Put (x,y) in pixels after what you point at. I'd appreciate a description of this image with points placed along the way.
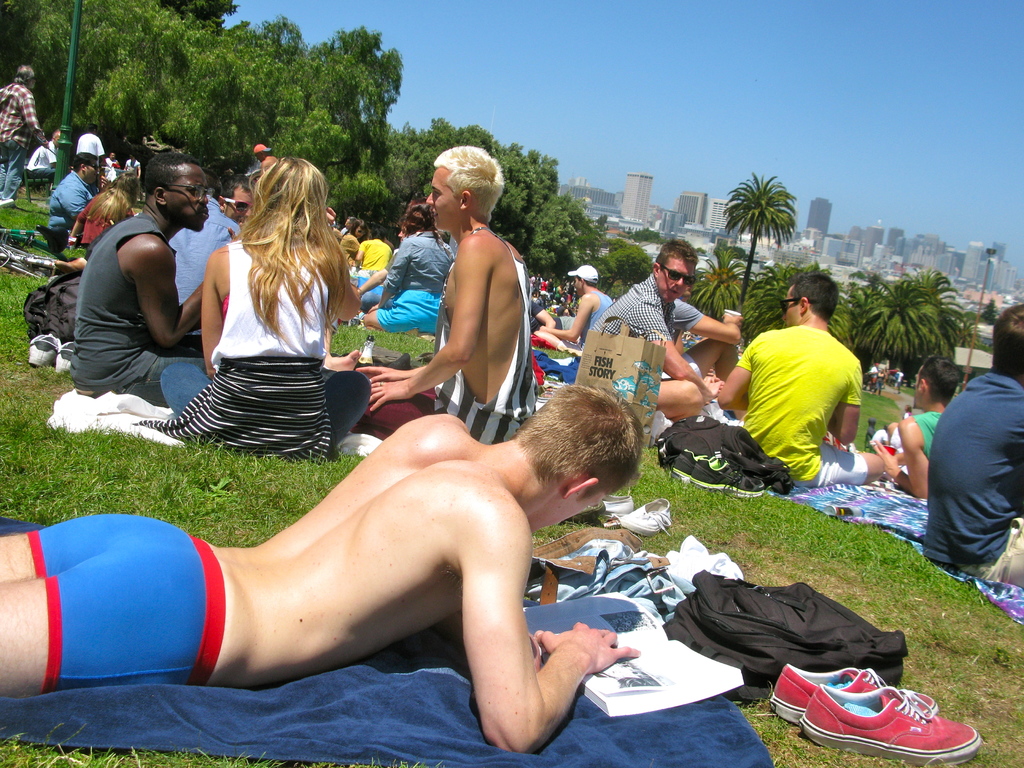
In the foreground of the picture (366,358) there are people (364,413), clothes (776,365), books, backpacks (704,447), shoes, grass (5,307) and other objects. In the center of the picture (557,257) there are trees (124,101). In the background (709,211) there are buildings (827,252) and sky (662,81).
